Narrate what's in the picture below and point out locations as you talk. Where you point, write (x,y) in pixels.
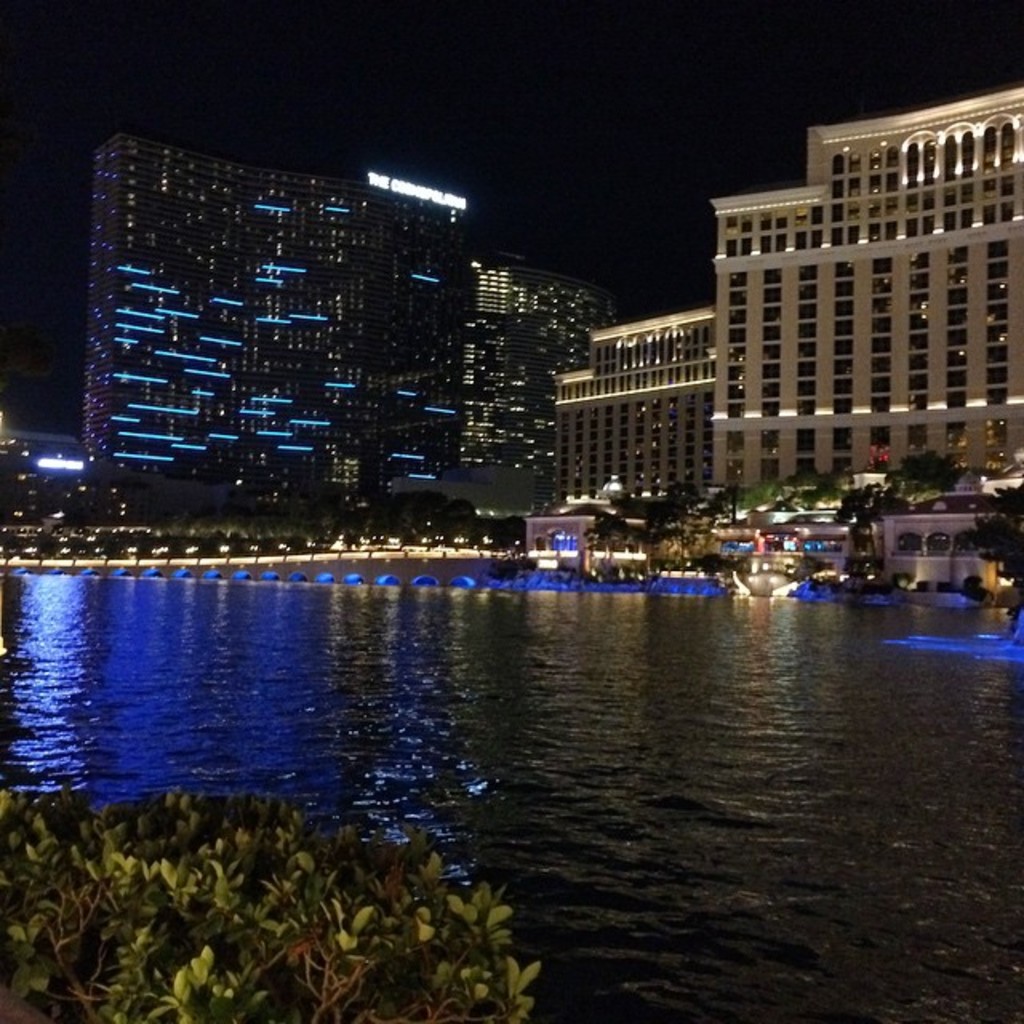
This is an image clicked in the dark. At the bottom (384,820), I can see the water (352,781) and few plants (249,950). In the background (601,406) there are many buildings (744,393), lights (575,539) and trees (993,540) in the dark.
